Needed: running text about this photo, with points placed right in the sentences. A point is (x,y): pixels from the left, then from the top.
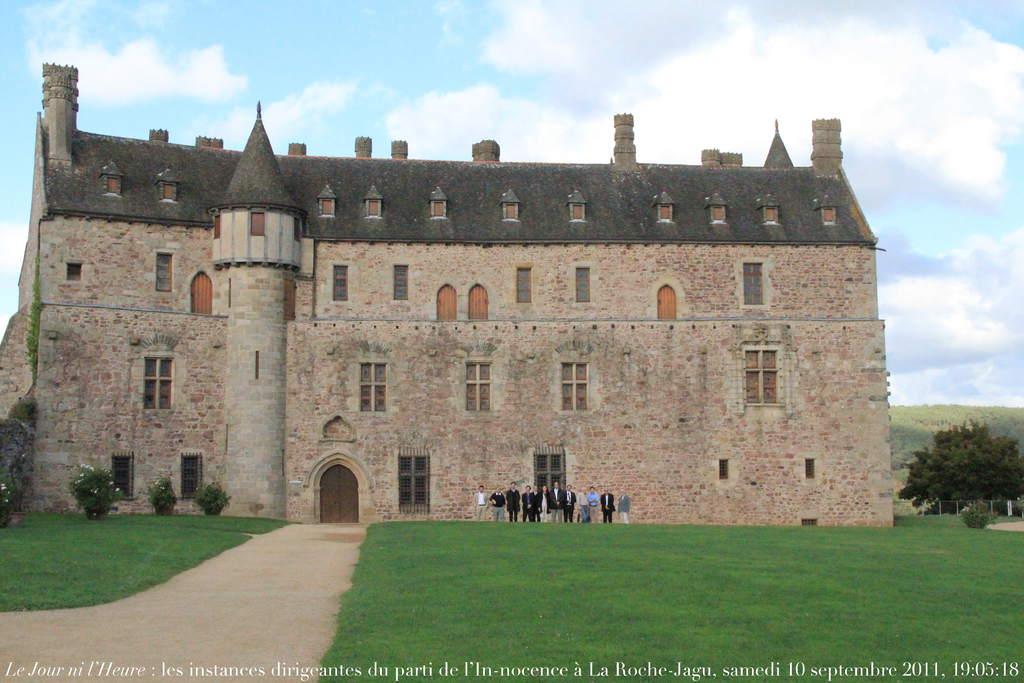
In this picture there is a castle (562,477). In the foreground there are group of people (493,489) standing and there are trees (933,463), plants (979,510) and there is a fence (1009,504). At the top (458,111) there is sky (600,113) and there are clouds (575,109). At the bottom (235,645) there is a pavement (282,583) and there is grass (760,581) and text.
